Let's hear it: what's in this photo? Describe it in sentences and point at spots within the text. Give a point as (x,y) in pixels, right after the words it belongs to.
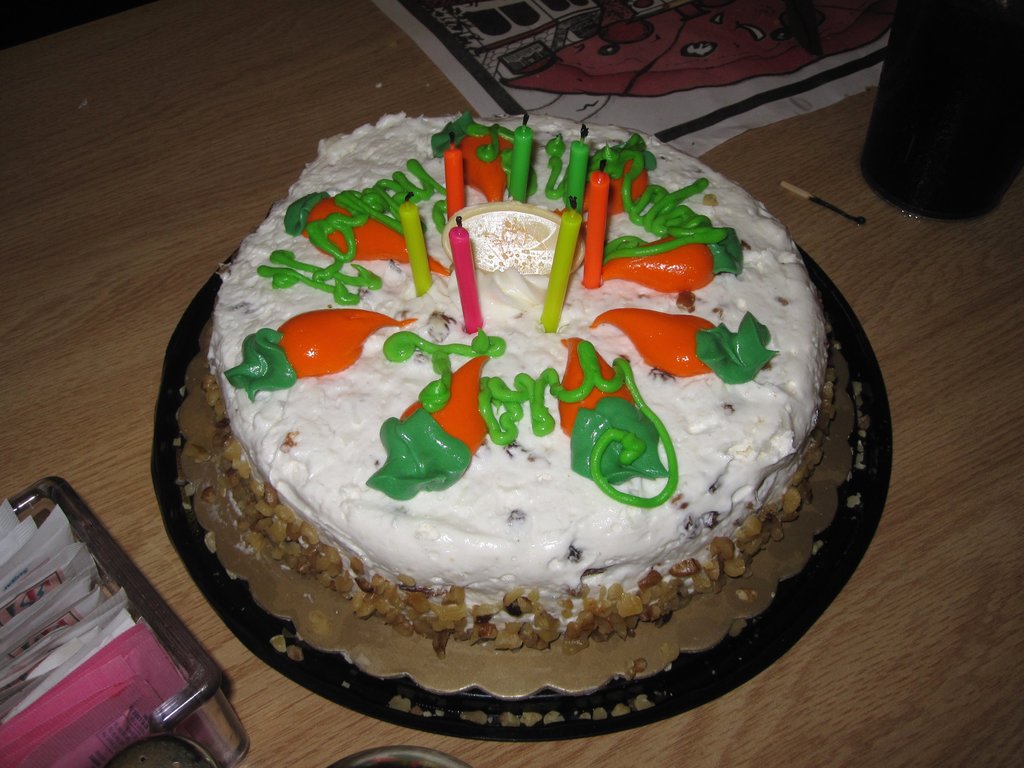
In this image there is a birthday cake (771,454) on table (992,584) beside that there is a table mat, match stick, cup (961,202) and tray (106,707) with some papers (73,673).
